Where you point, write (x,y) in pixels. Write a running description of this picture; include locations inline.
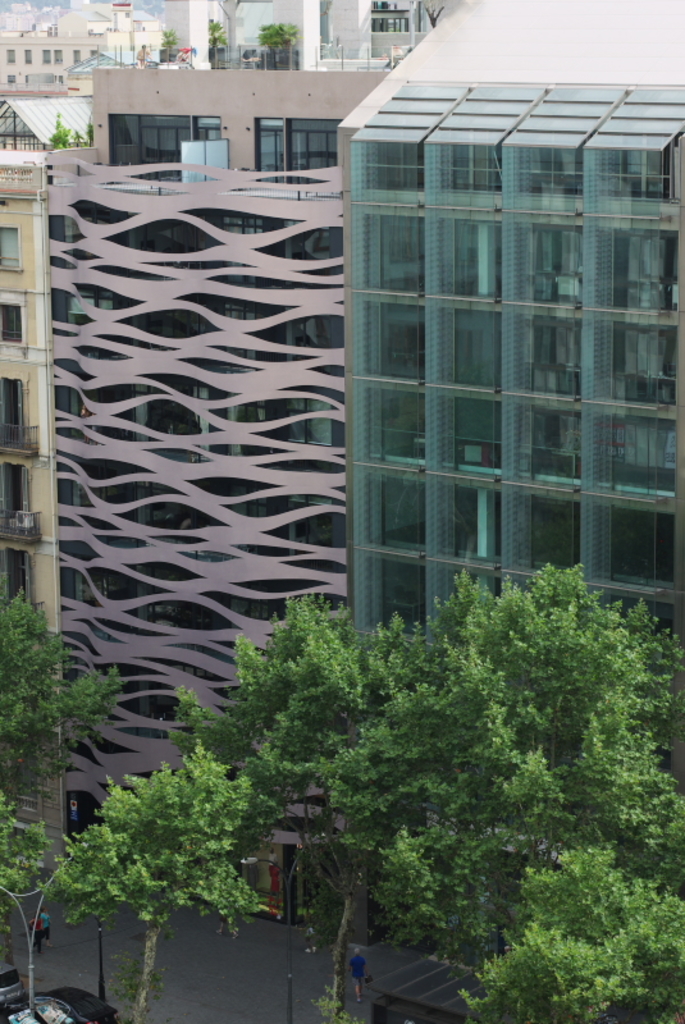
In this image, we can see buildings (681,626), glass objects (545,326), railings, walls (25,201) and plants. At the bottom of the image (17,1004), we can see people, road (368,1010), vehicles (10,997), poles (101,995), poster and trees (337,777).
